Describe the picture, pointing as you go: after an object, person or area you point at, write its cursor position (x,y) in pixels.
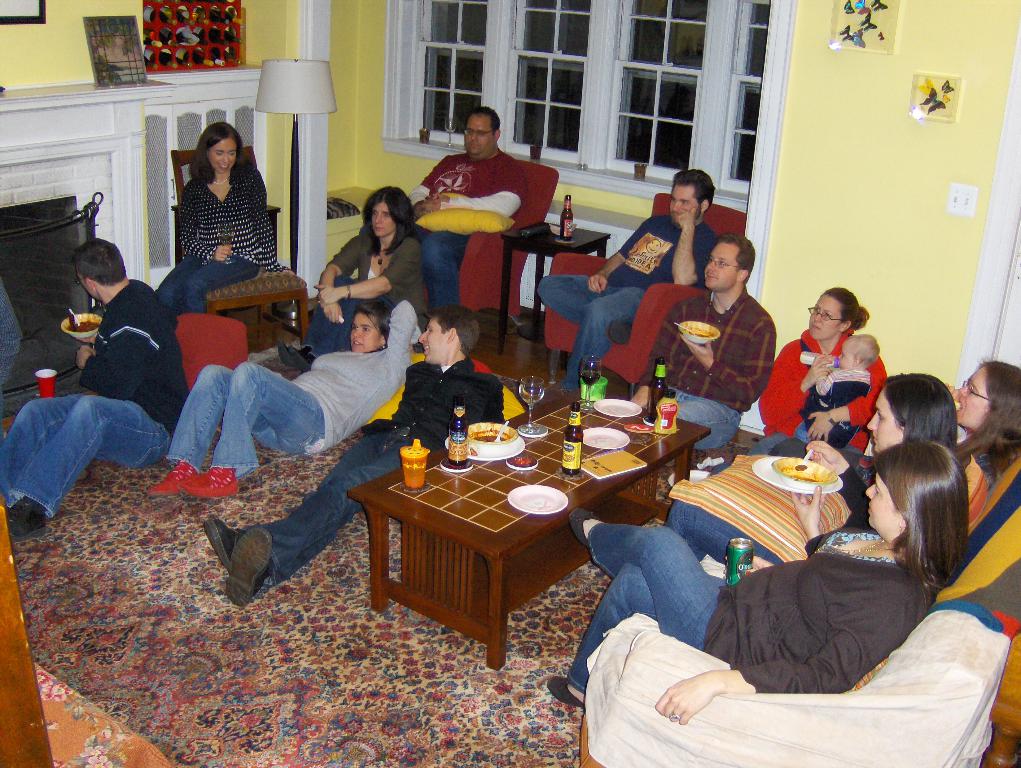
in the picture we can see a group of people (571,311), some people (571,295) are sitting on the chair (499,294) and eating, some people (421,396) are lying on the floor (513,364), there is also a table (525,526) in front of them with different items (575,453).
